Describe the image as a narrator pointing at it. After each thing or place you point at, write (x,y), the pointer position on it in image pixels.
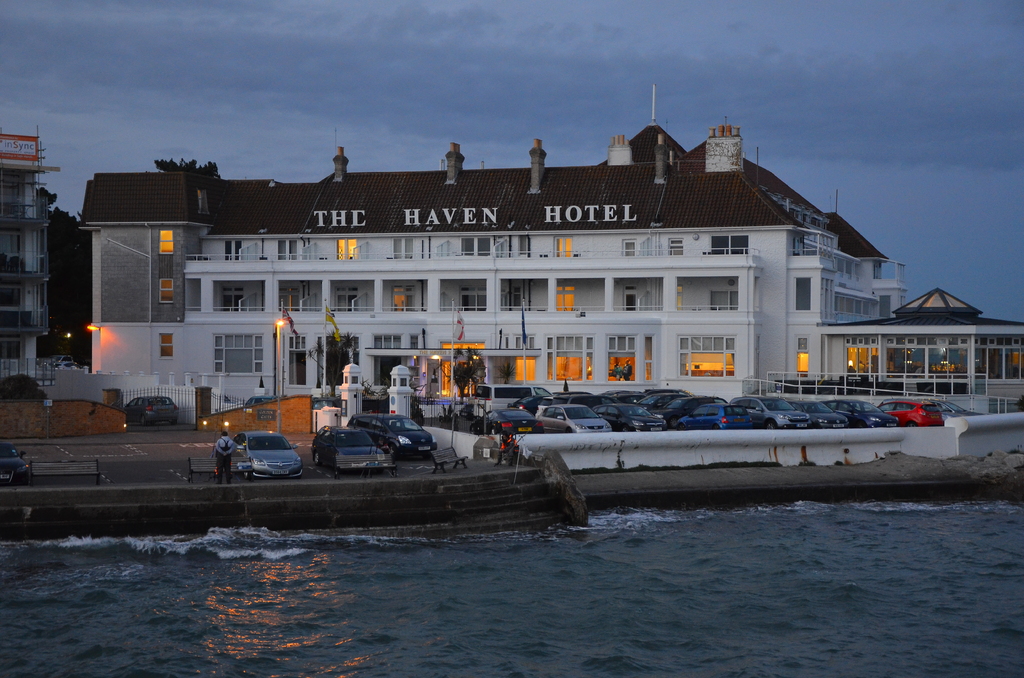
In this image I can see water (522,575), number of cars (289,462), benches (364,454), white colour buildings (368,338) and I can see few flags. I can also see a person (230,462) is standing over here and in background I can see few lights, trees (58,220), the sky (606,98) and I can see something is written over here.
